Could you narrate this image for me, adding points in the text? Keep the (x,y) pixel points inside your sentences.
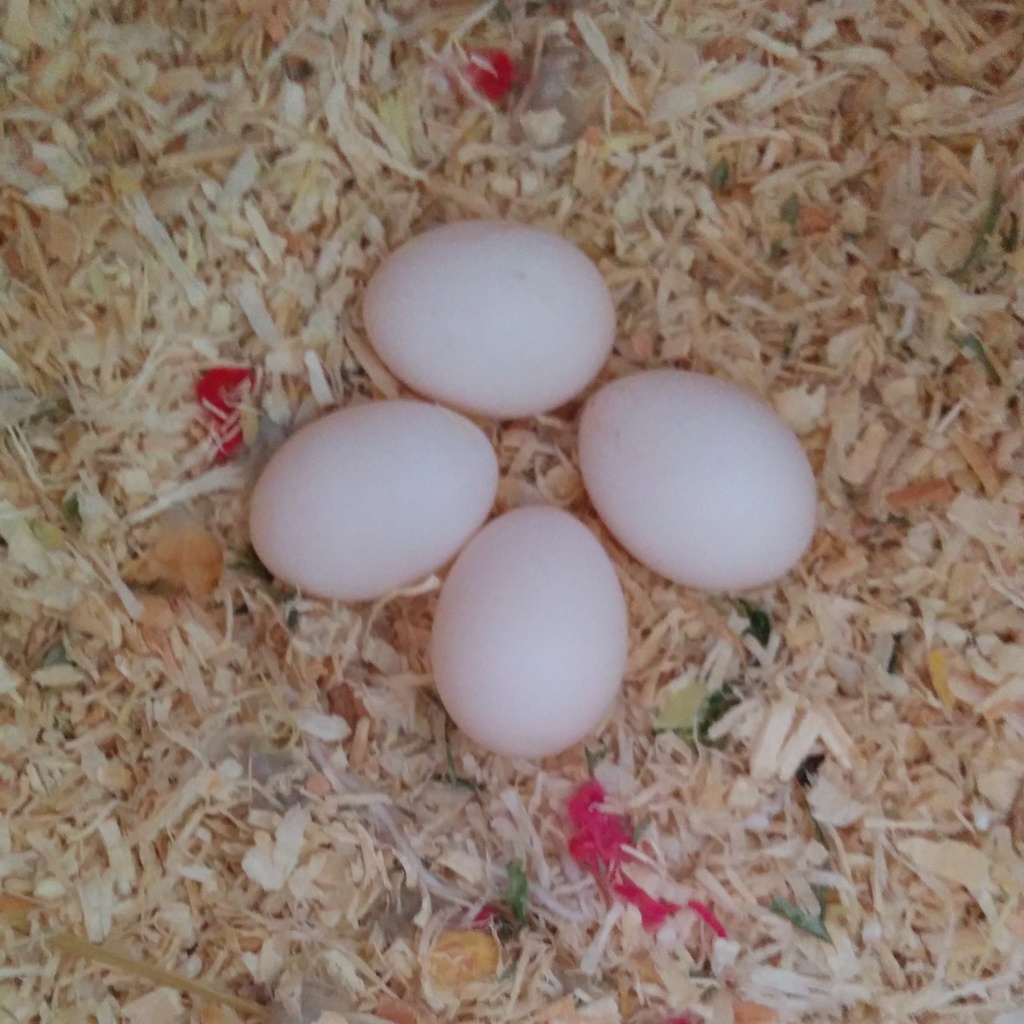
In this image I see 4 eggs (538,360) on the cream colored things (525,98).
